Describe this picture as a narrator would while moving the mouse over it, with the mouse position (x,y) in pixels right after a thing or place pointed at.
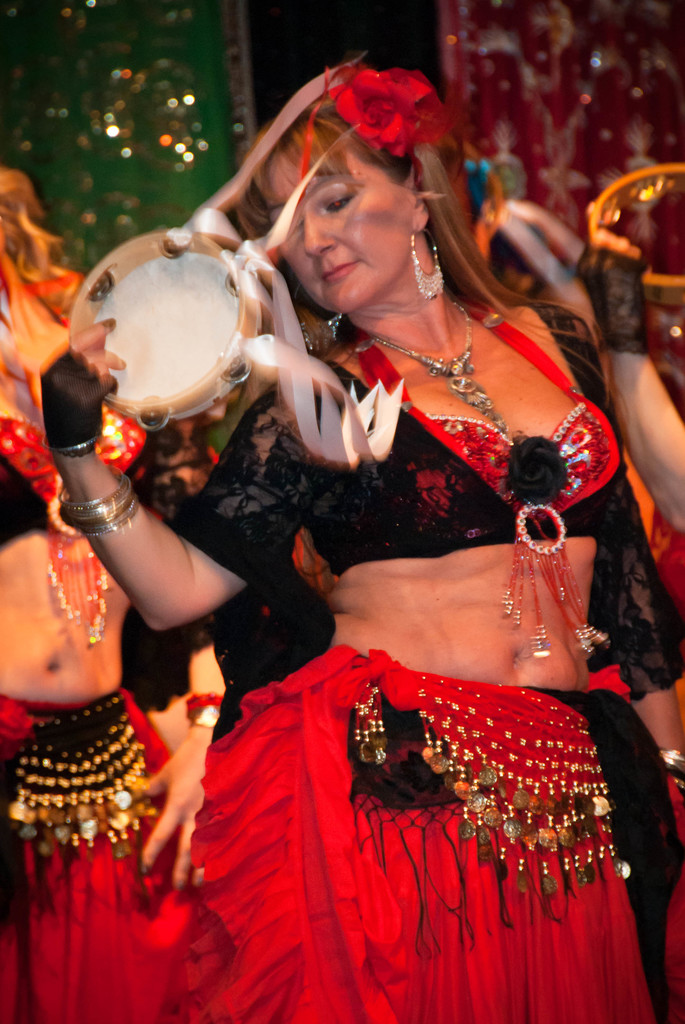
Here in this picture we can see a woman (306,789) dancing over a place and she is holding drum like thing (157,315) in her hand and behind her also we can see other number of women (66,312) dancing over there.
